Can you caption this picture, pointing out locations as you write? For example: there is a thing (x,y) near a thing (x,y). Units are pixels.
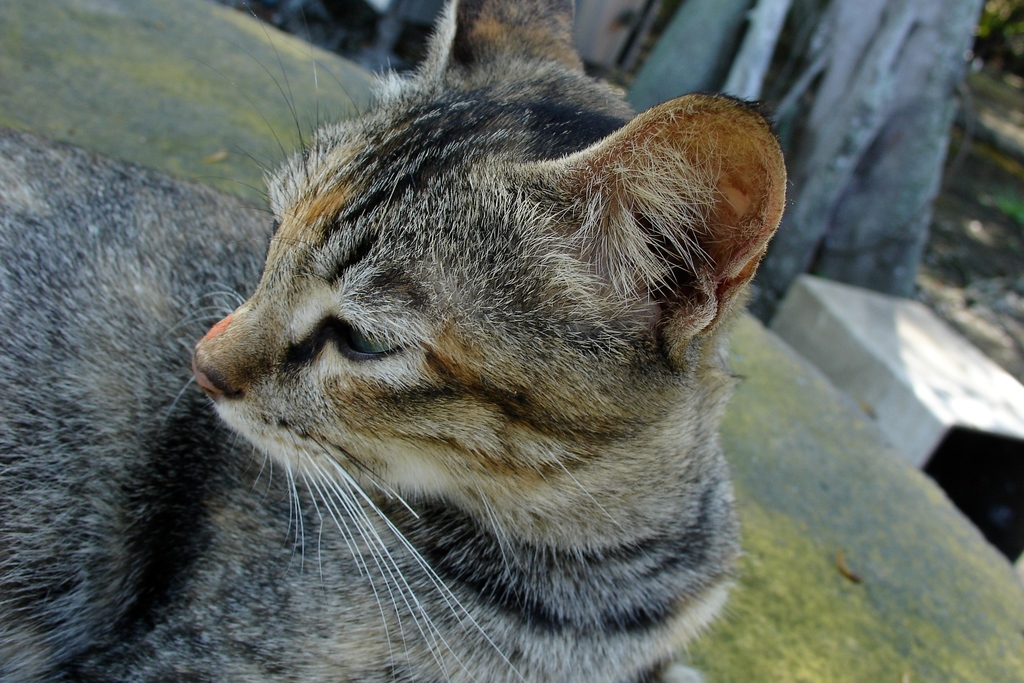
In this image I can see a cat (571,150) on the ground (247,172). In the background (866,221) I can see a bench (815,316) and a tree trunk (878,178). This image is taken may be during a day.
